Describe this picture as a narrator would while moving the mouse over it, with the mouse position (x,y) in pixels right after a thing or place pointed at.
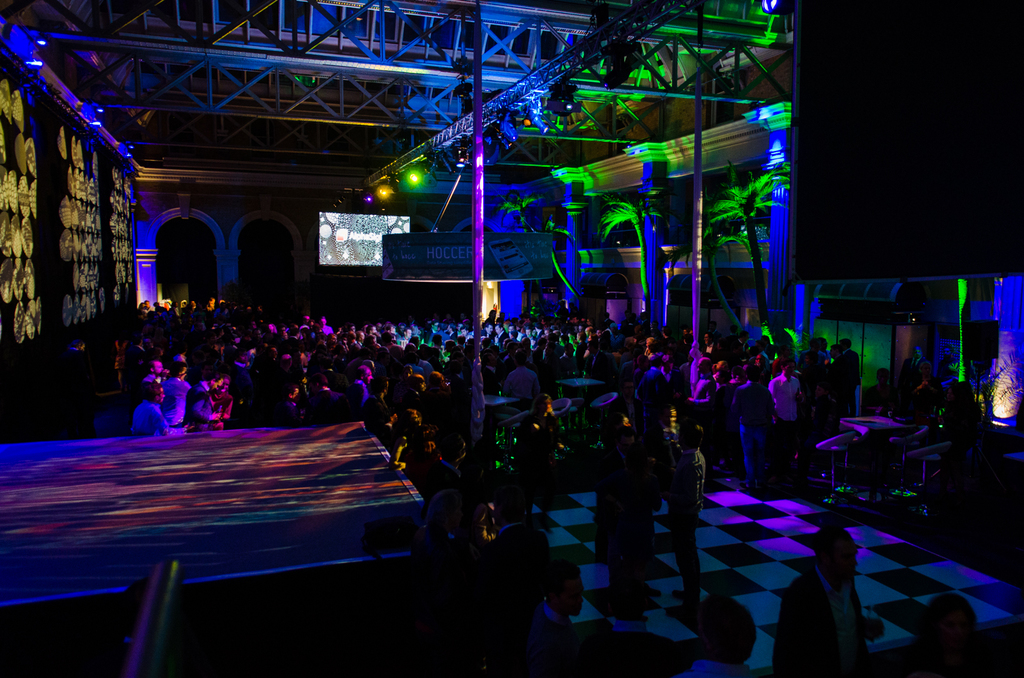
This picture is clicked inside the hall (670,584). In the foreground (166,609) we can see the metal rods (173,592) and we can see the group of people (556,343) and some other items (176,530). In the background (232,194) we can see the wall (230,191), metal rods (378,174), focusing lights (414,172), text (451,262) on the board (410,244) and many other objects (342,219).
